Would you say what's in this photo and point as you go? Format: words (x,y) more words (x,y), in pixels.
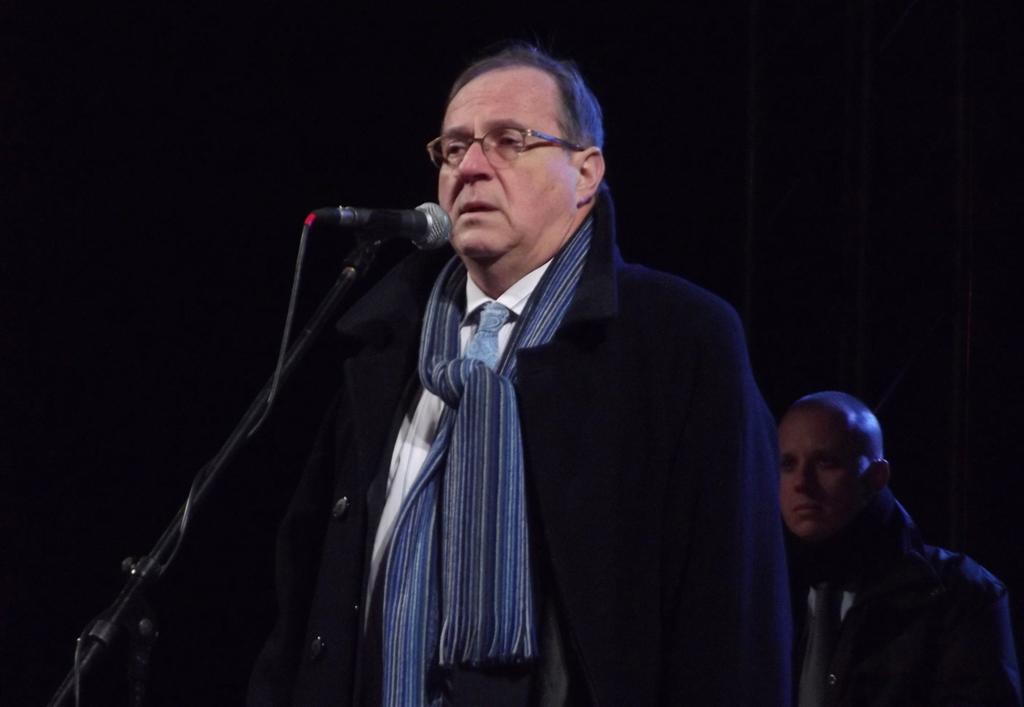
This is a man (604,413) who is wearing a jacket (557,457), scarf (456,449) and wearing spectacle (501,161) talking something. This is microphones (371,225) and the cable (181,528) of the microphone (404,227). There is even a person (877,591) behind.
